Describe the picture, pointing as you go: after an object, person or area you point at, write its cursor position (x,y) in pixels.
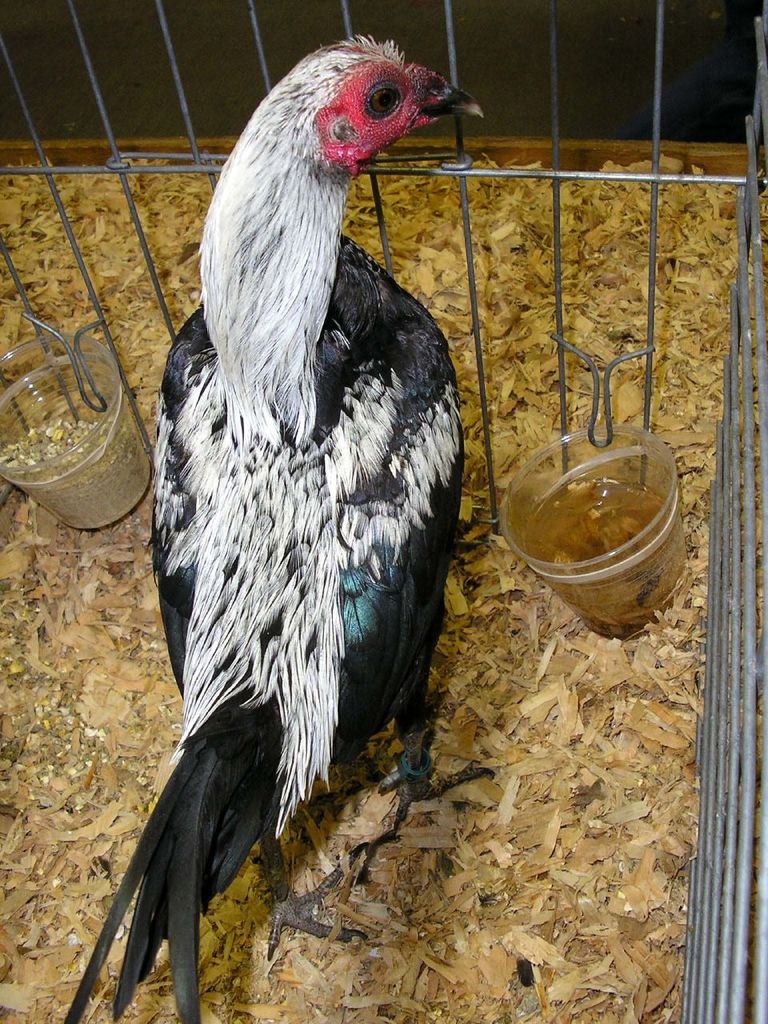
In this image there is a rooster (175,475) in a cage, besides the rooster (356,497) there are two glasses (115,445) with water (537,532) and some grains (31,454) in it, on the surface (509,439) there are wood shavings (503,385) and some objects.
